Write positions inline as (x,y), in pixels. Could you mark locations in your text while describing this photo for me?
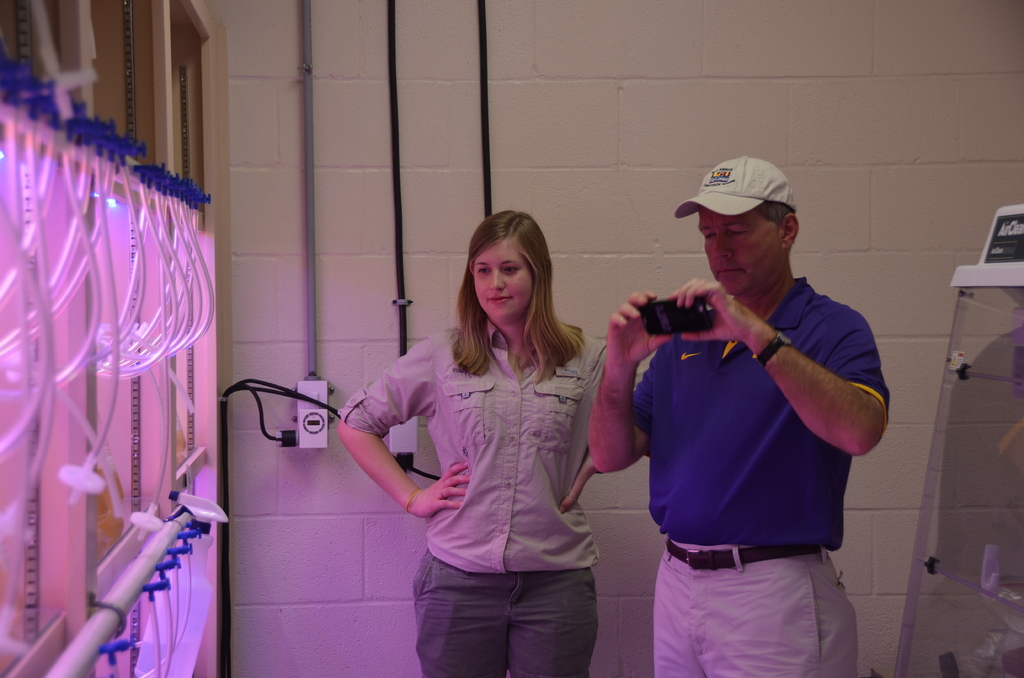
In this image we can see a man (675,367) and a woman (502,552) is standing. The man (800,476) is wearing T-shirt (835,329), pant (738,600) and mobile (685,326) in his hand (714,329). The woman (500,403) is wearing shirt (535,518) and pant (451,583). We can see some pipe-like objects (139,374) on the left side of the image (166,555). It seems like a machine (968,505) is there on the right side of the image (1002,392). In the background (601,149), we can see the wall (515,136) and switch boards (320,433) are attached to the wall (281,329).
